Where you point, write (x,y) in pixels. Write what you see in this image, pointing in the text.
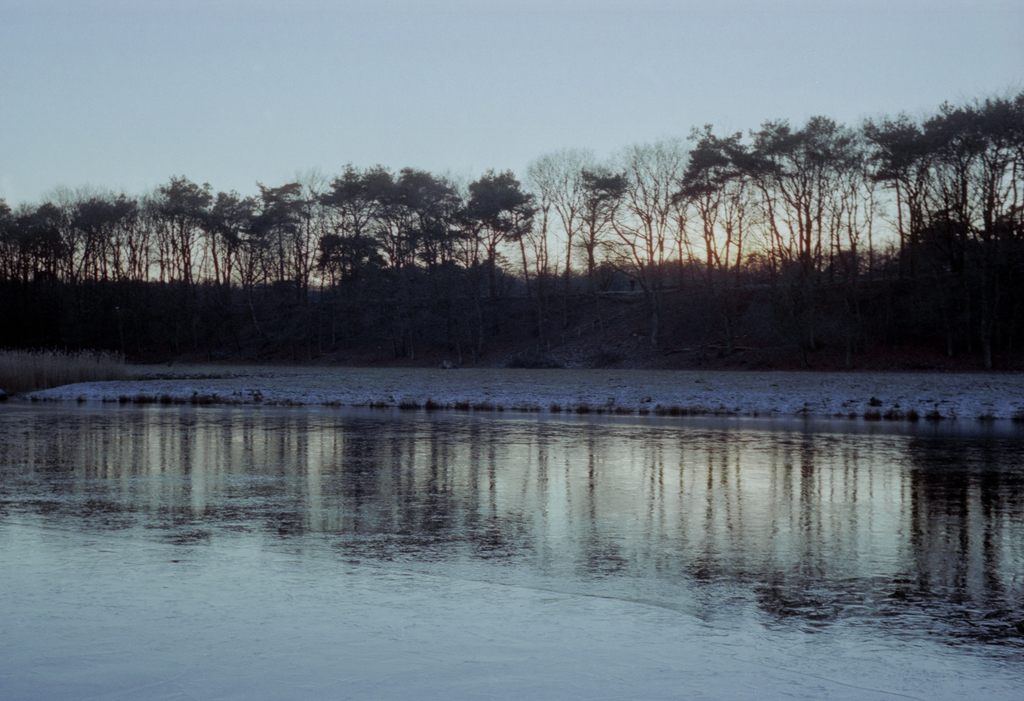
In this picture I can see the water (361,517) in front (122,431) and in the background (435,209) I can see number of trees (534,203) and the clear sky (505,123).
